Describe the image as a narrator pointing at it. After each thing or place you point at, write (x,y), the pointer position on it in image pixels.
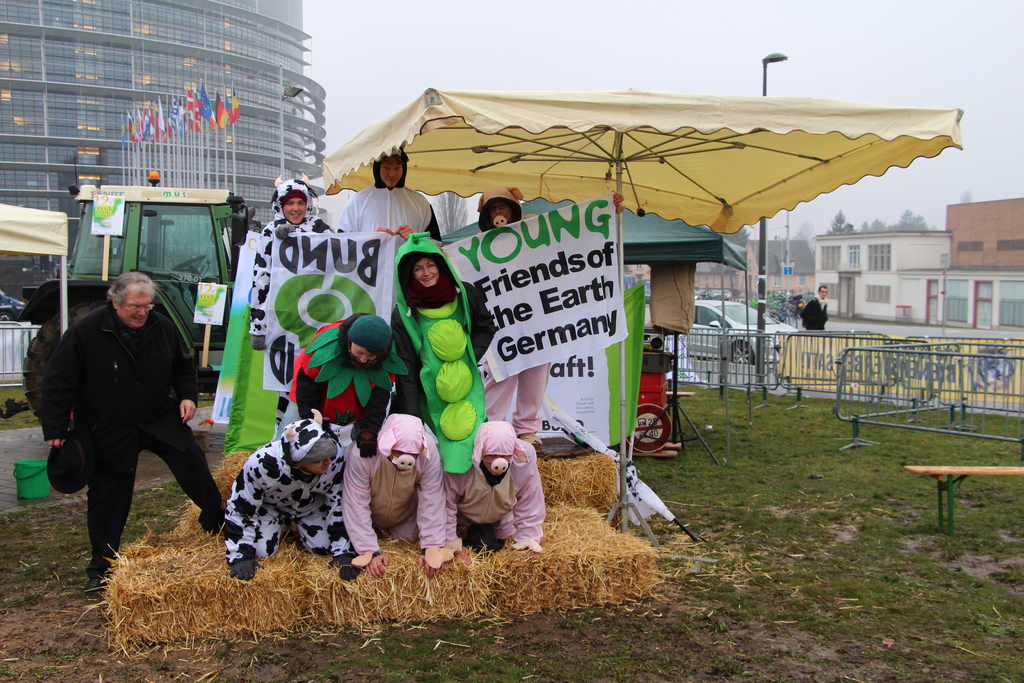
Here in this picture in the front (457,435) we can see a group of people (523,377) standing on the grass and they are wearing different kind of costumes (326,349) on them and on the left side (144,419) we can see another person (119,396) standing over there and behind them we can see a tent (460,169) present and we can also see a vehicle (179,285) present on the ground (206,397) and in the far we can see a building (267,77) present and we can see number of flag posts (211,122) present and on the right side (862,244) we can see houses (821,246) present and we can see cars (767,316) and bicycles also present on the road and we can see barricades (909,349) with banners (1002,364) present on it over there and we can see the ground (829,483) is fully covered with grass (800,457) and we can also see a bench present and we can see light posts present and we can see the sky (584,82) is cloudy and in the far we can see trees (904,224) present.
